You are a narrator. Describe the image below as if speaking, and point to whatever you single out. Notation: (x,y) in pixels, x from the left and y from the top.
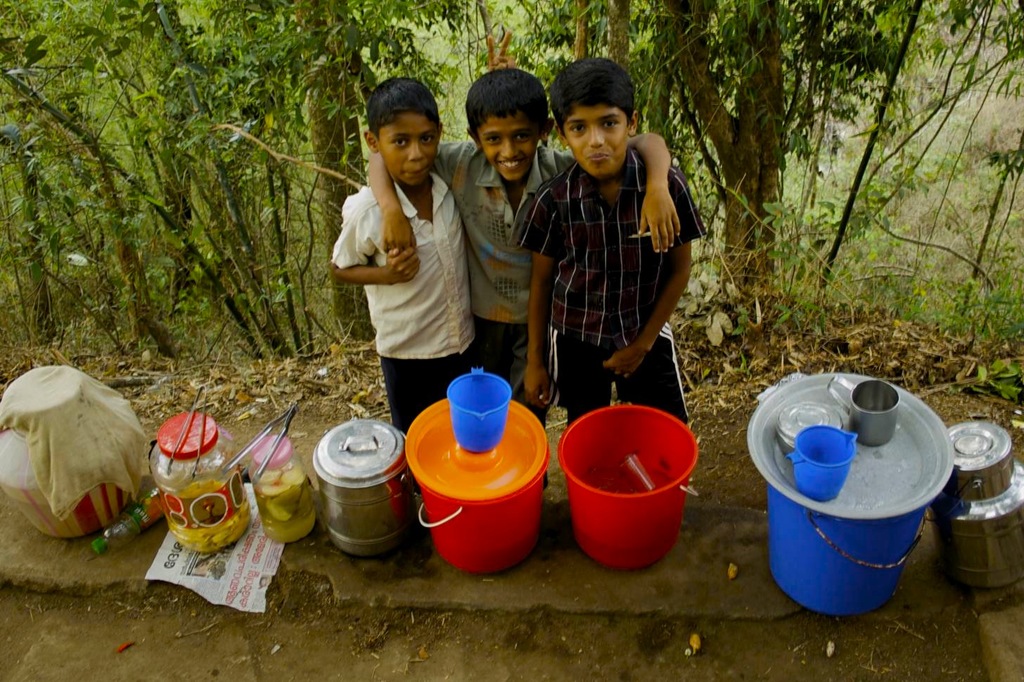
In this picture we can see three children (549,271) are posing to a camera and they are smiling. Here we can see bottles (142,523), jugs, and buckets (566,478). In the background (116,4) there are trees (409,54).
